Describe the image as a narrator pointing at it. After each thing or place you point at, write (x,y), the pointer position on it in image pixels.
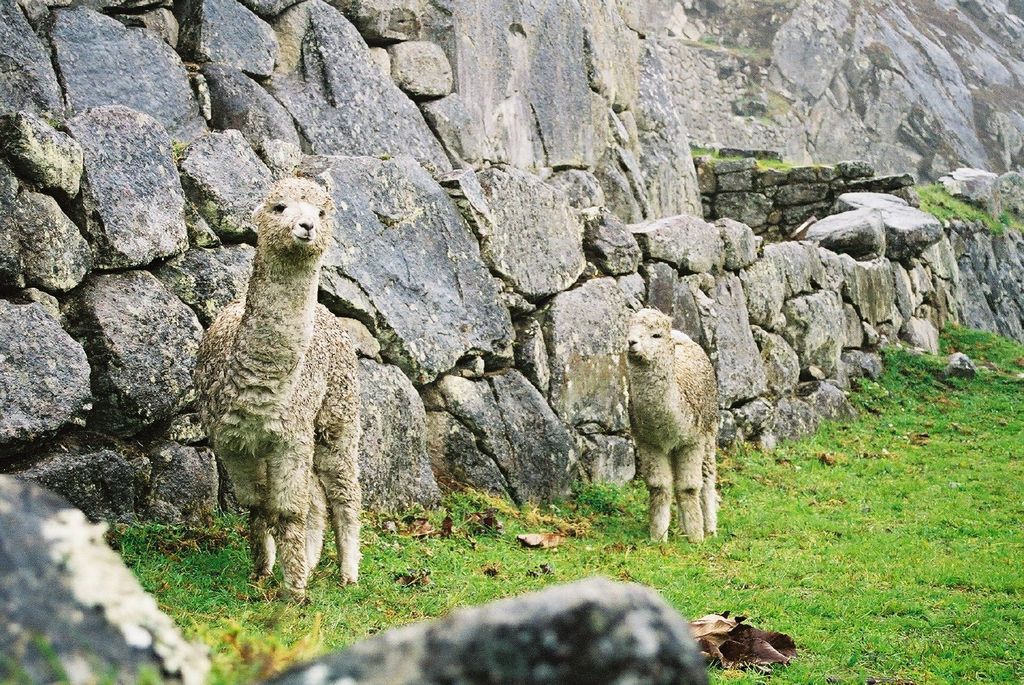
In the picture I can see animals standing on the ground (229,517). In the background (675,310) I can see the grass (849,507) and wall (766,253).
